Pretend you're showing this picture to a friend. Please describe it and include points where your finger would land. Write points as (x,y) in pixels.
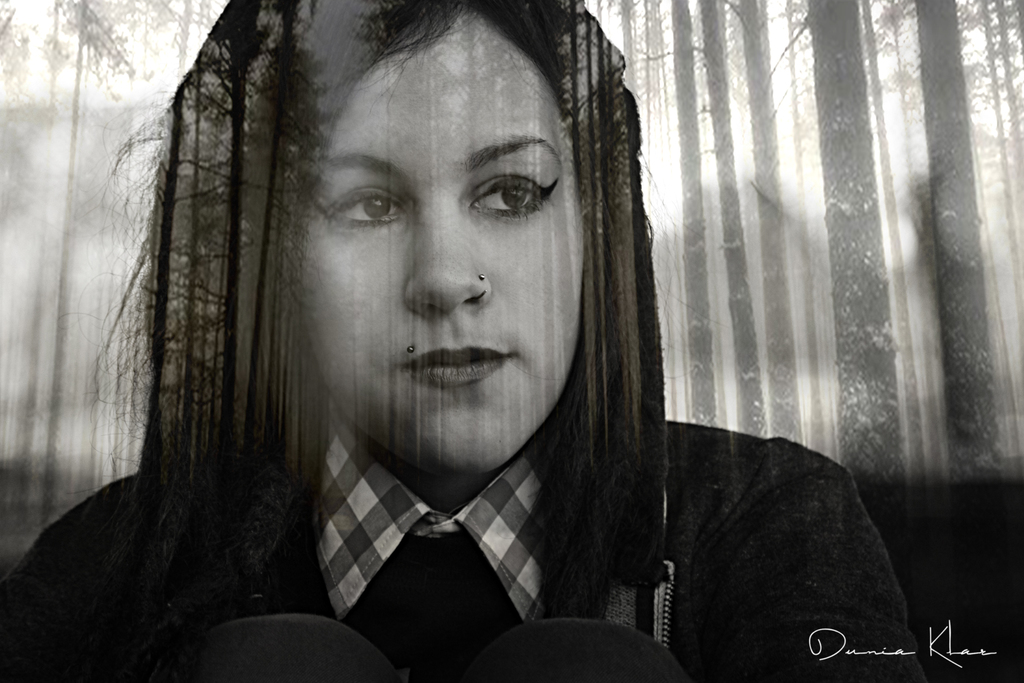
This is a black and white image. In the center of the image (621,277) there is a lady (684,551).
